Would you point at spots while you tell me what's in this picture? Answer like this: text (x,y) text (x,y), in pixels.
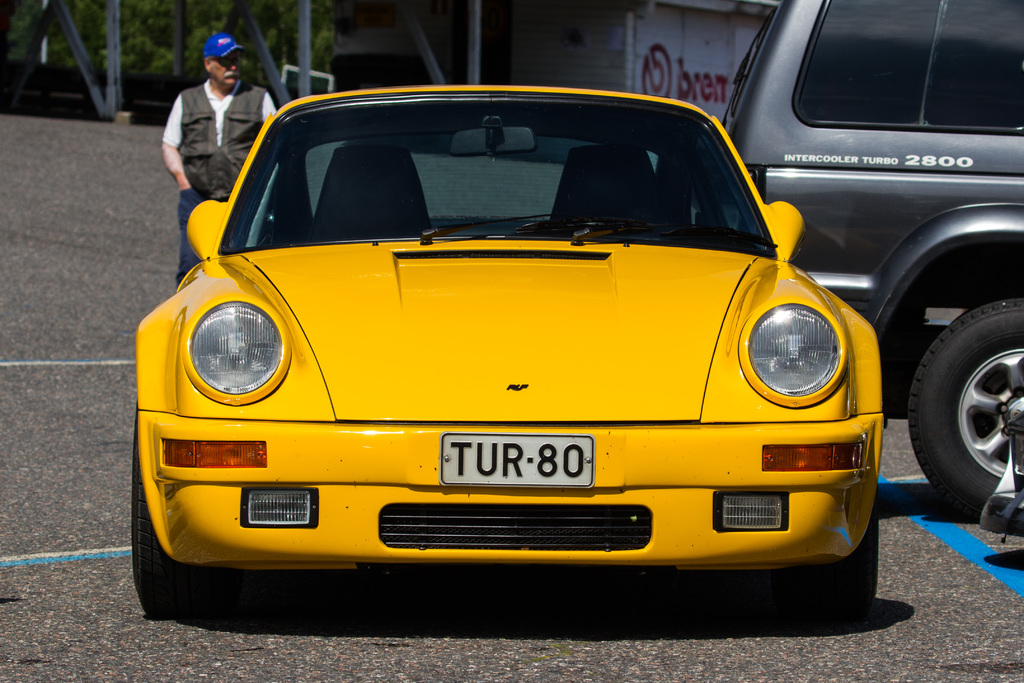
In this image we can see a yellow color car (561,302). In the background of the image (1005,251) there is a vehicle (943,213), person (249,111), wall (345,53), trees (26,30) and other objects (2,20). At the bottom of the image (331,637) there is the road (239,648).
